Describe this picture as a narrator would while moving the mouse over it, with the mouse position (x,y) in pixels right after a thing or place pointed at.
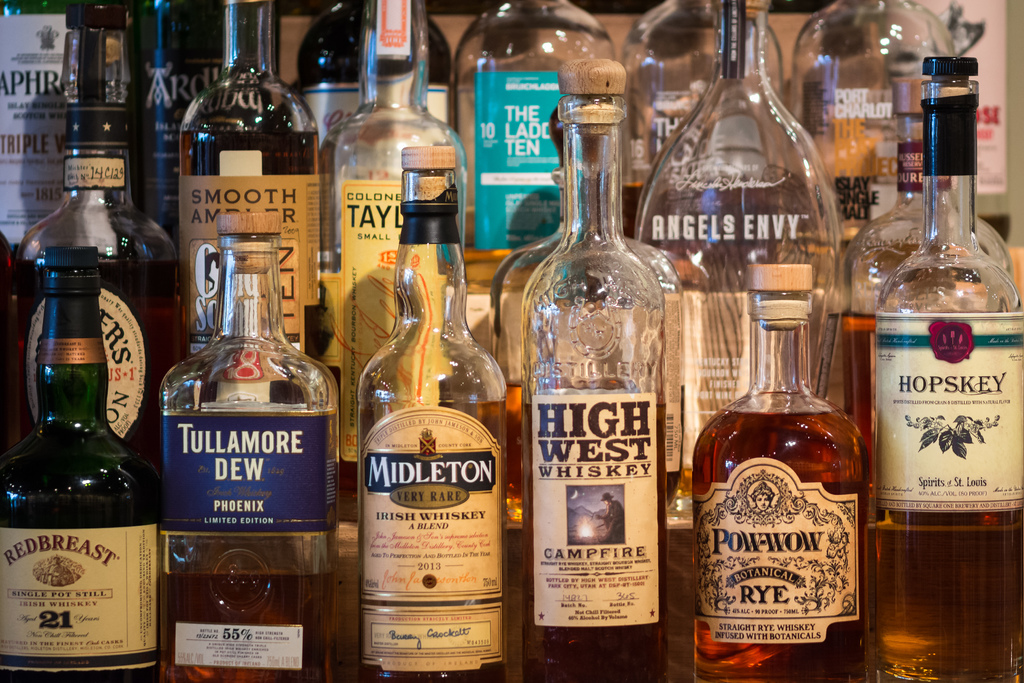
This is the picture of different kinds of glass bottles (413,382) on the bottles (582,144) there are stickers (703,527) and in some bottles (426,566) there is a liquid (881,539).
